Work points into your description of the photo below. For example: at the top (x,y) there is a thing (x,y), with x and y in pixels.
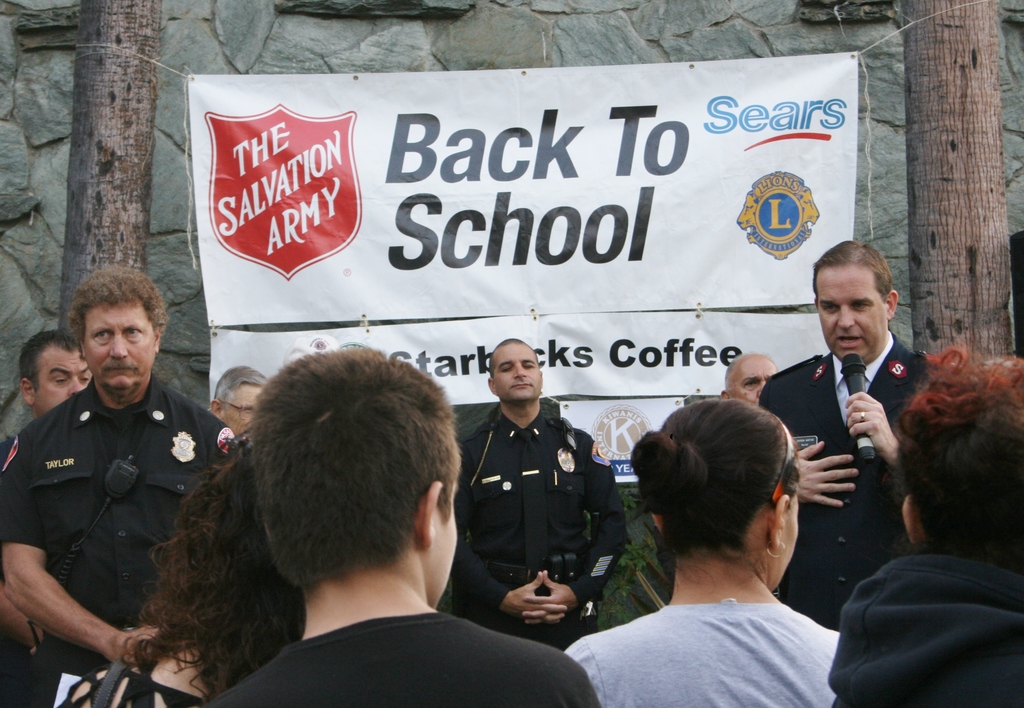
In this picture there are group of people (110,508), among them there's a man (835,424) holding a microphone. In the background of the image (631,262) we can see banner (404,161), tree trunks (951,7) and the wall (510,66).
